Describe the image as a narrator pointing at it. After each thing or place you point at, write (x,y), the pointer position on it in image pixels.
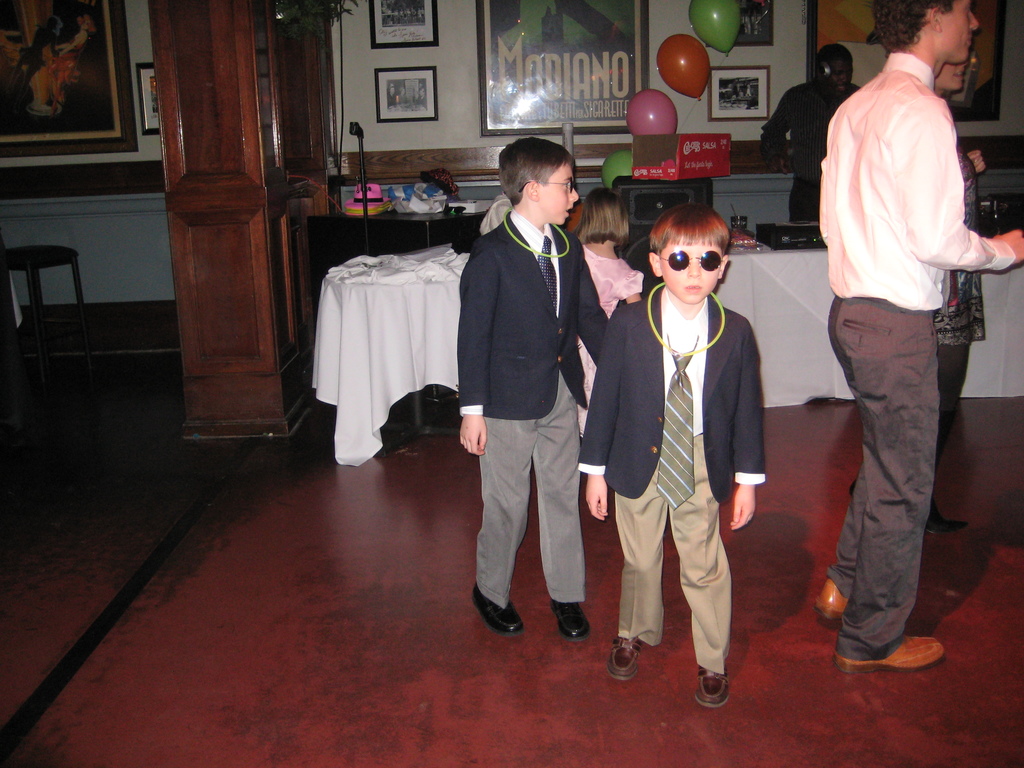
This picture is an inside view of a room (599,282). In the center of the image (438,291) there is a table (365,316). On the table (399,307) we can see clothes (451,258) and some objects (785,222) are there. In the middle of the image (512,376) some persons (863,418) are standing. In the background of the image (16,104) we can see photo frames (387,74), boards (519,85), balloons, mic stand (363,196), table (419,246) are there. At the bottom of the image (407,641) there is a floor (474,568). At the top of the image (471,98) there is a wall (477,84).
